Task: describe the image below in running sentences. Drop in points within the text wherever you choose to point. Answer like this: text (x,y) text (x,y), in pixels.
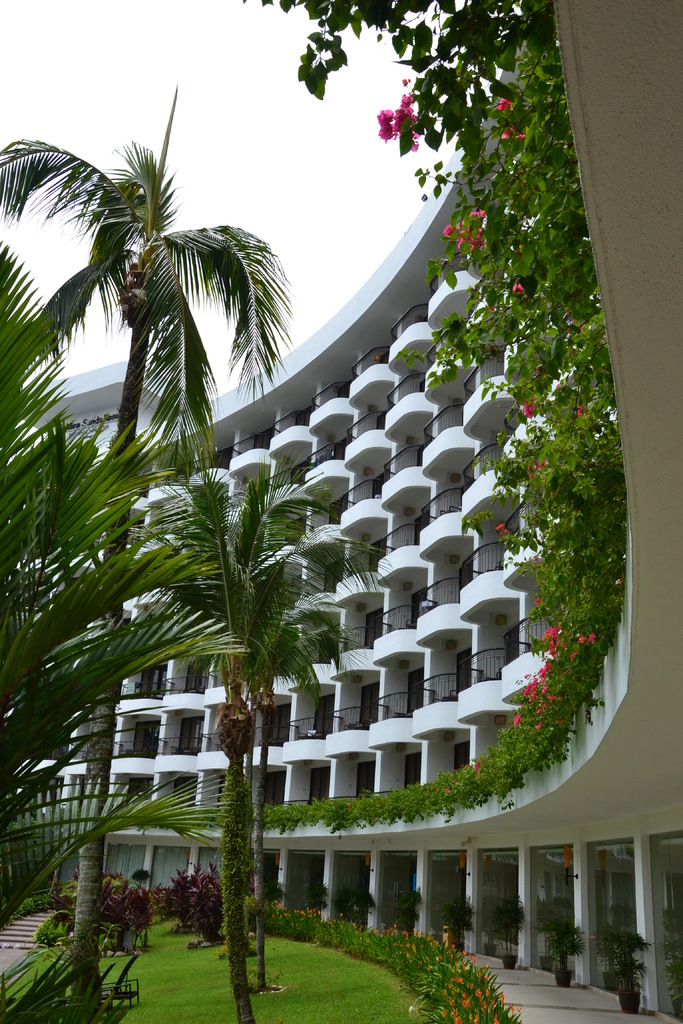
On the right side (516,621) there is a building (478,580) with many balcony (455,612) and pillars (585,865). On the building (527,655) there are many plants (555,736) on the sides. Near to the building (596,864) there are pots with plants (620,941). On the left side (228,948) there trees (219,742), grass lawn (346,971), flowering plants (388,941). In the back (177,129) there is sky (298,183).
